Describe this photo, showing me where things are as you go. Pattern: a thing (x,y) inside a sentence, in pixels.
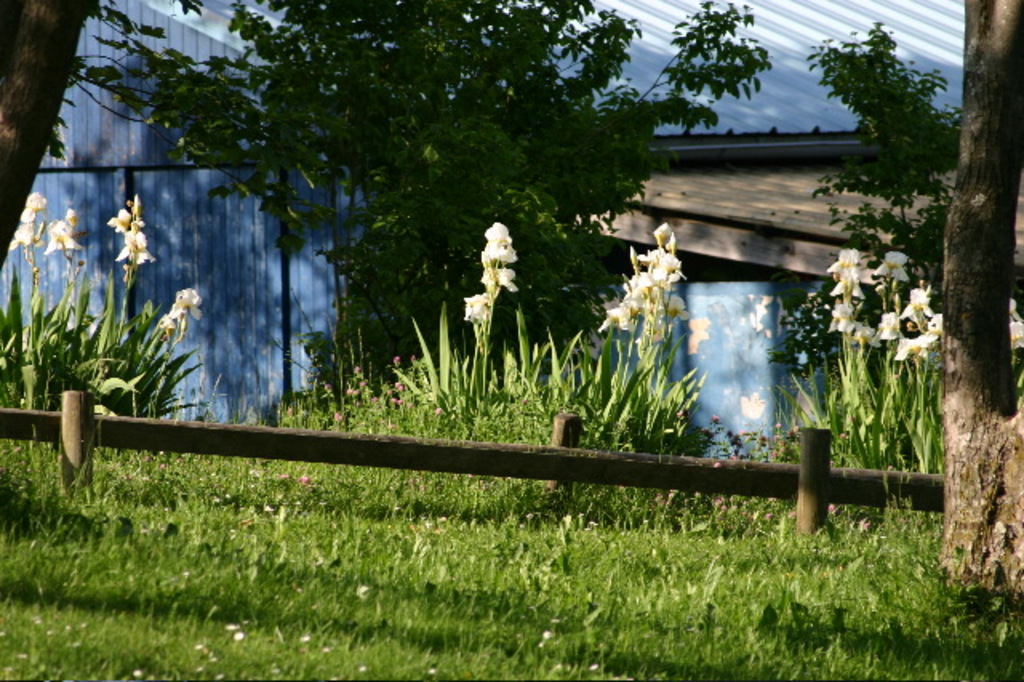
In this image I can see trees (8,192), flowers (399,384), plants (914,388) and a wooden poles (927,481) and a fence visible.
